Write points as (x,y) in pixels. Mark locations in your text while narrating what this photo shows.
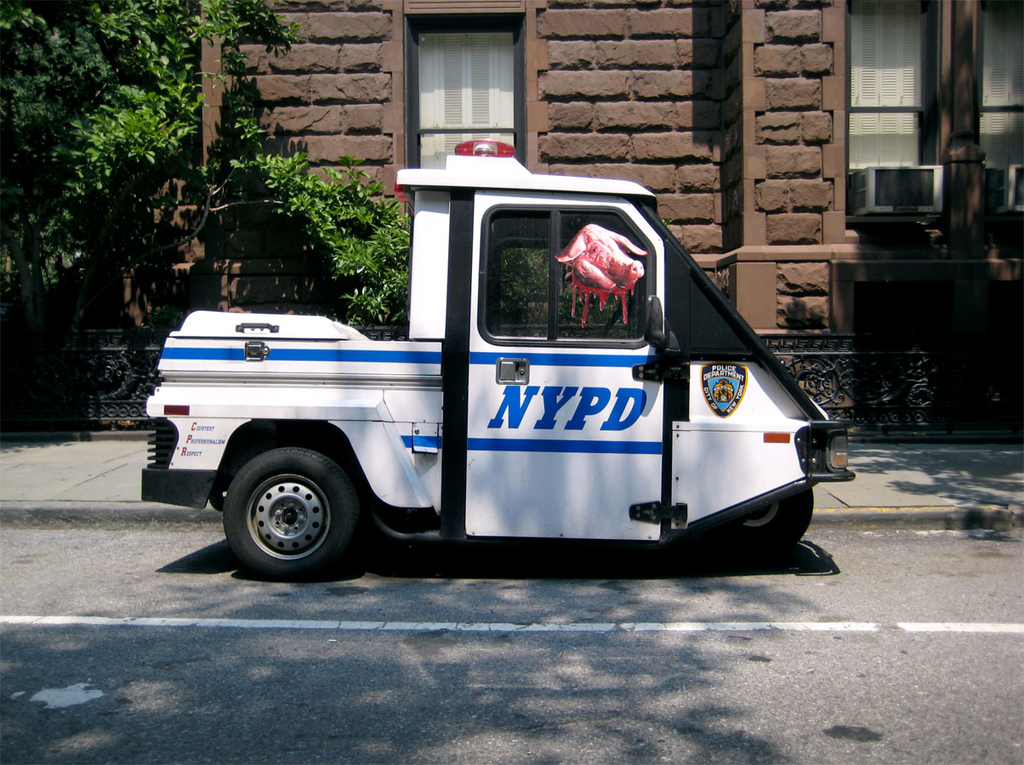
In this image in the center there is a vehicle (507,284), and in the background (640,134) there is a house (474,38), window (463,32), air conditioner (856,210), trees (120,211). And at the bottom (577,636) there is road (599,680).
